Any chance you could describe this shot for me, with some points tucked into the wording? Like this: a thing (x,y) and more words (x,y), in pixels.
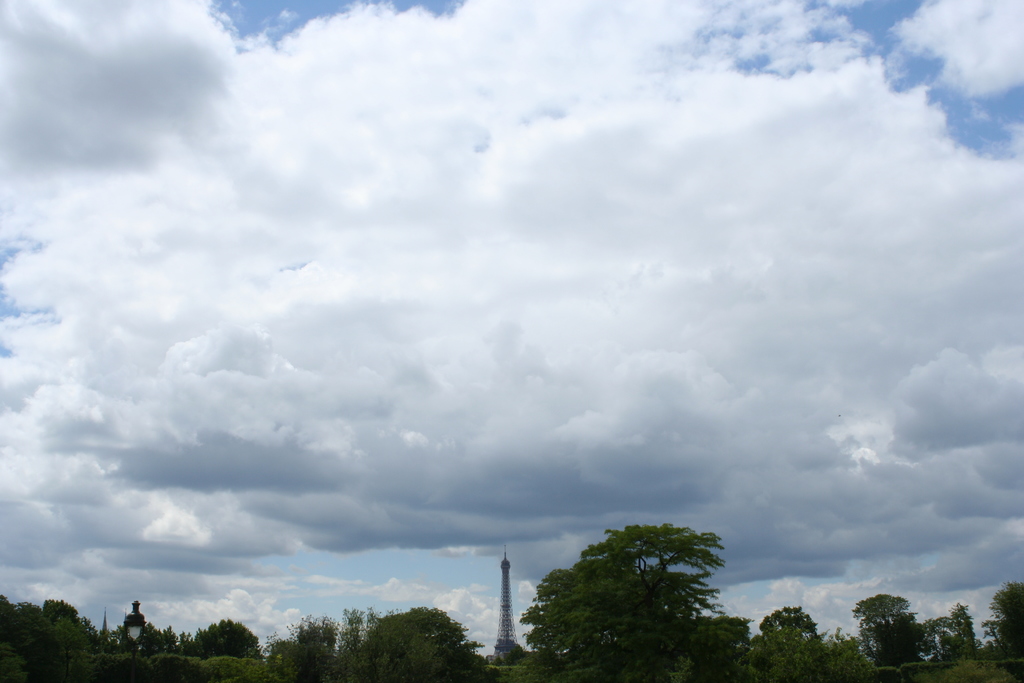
In the picture we can see some trees (463,666), in the background of the picture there is a tower (509,621) and top of the picture (501,173) there is cloudy sky (331,316).
